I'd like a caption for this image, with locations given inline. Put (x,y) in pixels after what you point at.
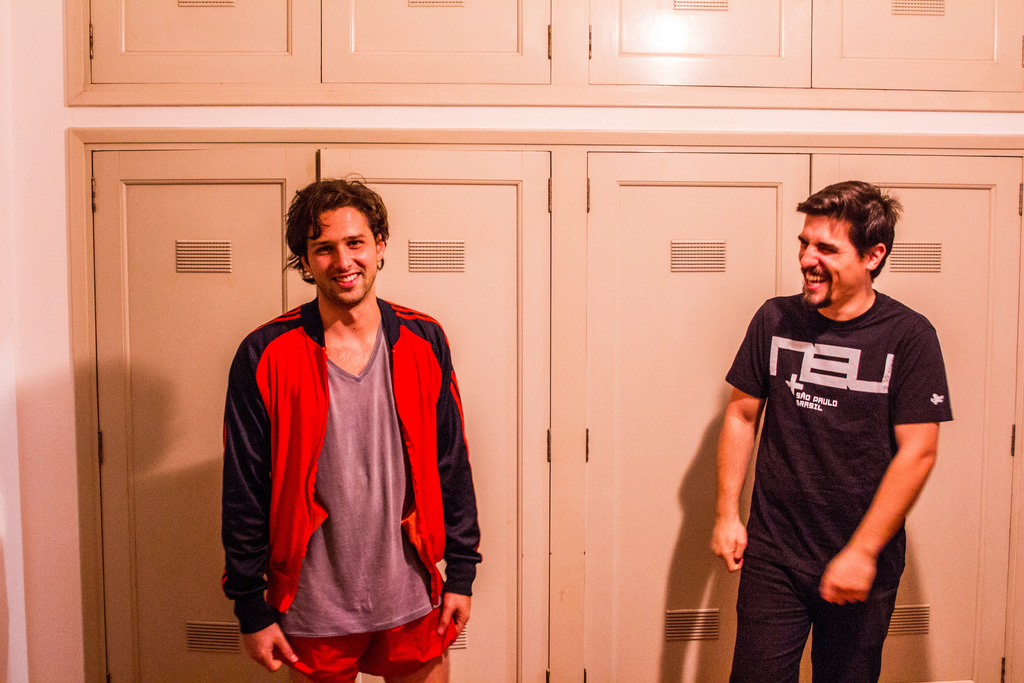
In this image I can see two men (399,365) standing and smiling. Both are wearing t-shirts (393,484). The man (289,400) who is on the left side (294,549) is wearing a red color jacket (282,468). At the back of these people (411,395) I can see the cupboards (570,205).
